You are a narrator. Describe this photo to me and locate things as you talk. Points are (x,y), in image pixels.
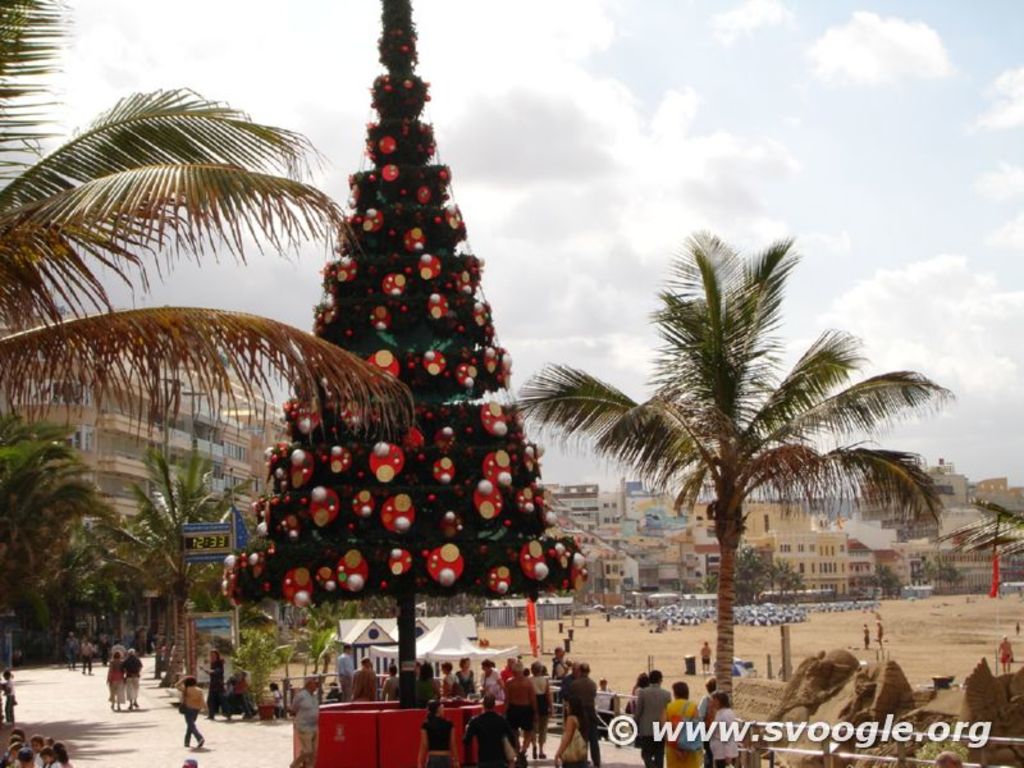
In this image there is an Xmas tree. There is a road (135,739) and people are walking. There is a ground (770,677) on the right side (687,752) and people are there. There are trees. There are stones (828,670) and sand (1016,683). There is a flag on the right side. In the background (562,508) there are buildings (878,534).
